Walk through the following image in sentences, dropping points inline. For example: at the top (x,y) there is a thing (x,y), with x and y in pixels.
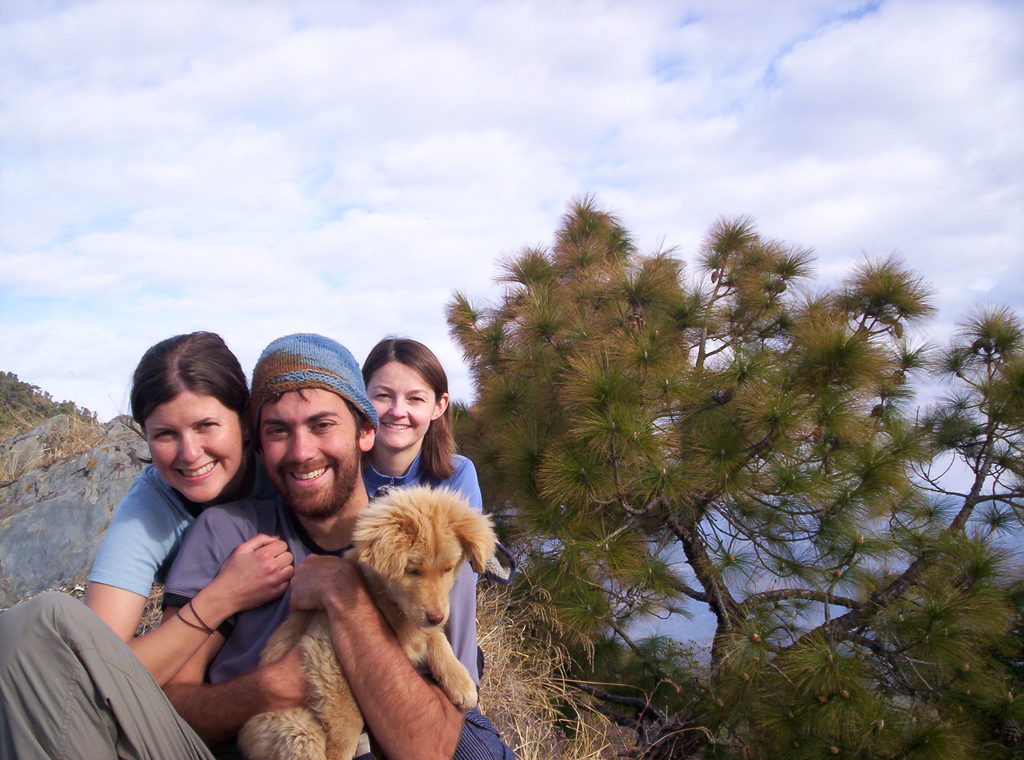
In this Image I see a man (319,413) who is holding the dog (436,617) and behind to him there are 2 women (98,580) and all of them are smiling. In the background (472,405) I see the trees (552,346) and the sky (683,22).
